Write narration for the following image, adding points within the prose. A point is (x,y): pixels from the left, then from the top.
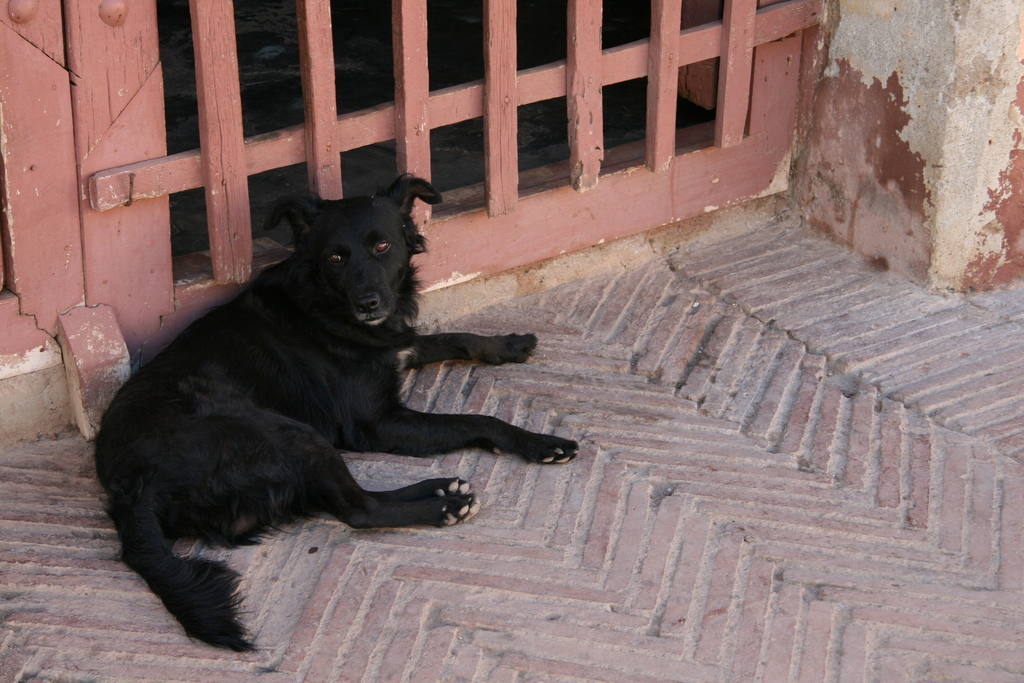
In this image I can see a black colour dog (529,441) in the front (322,287) and in the background (71,31) I can see wooden bars (160,201).
